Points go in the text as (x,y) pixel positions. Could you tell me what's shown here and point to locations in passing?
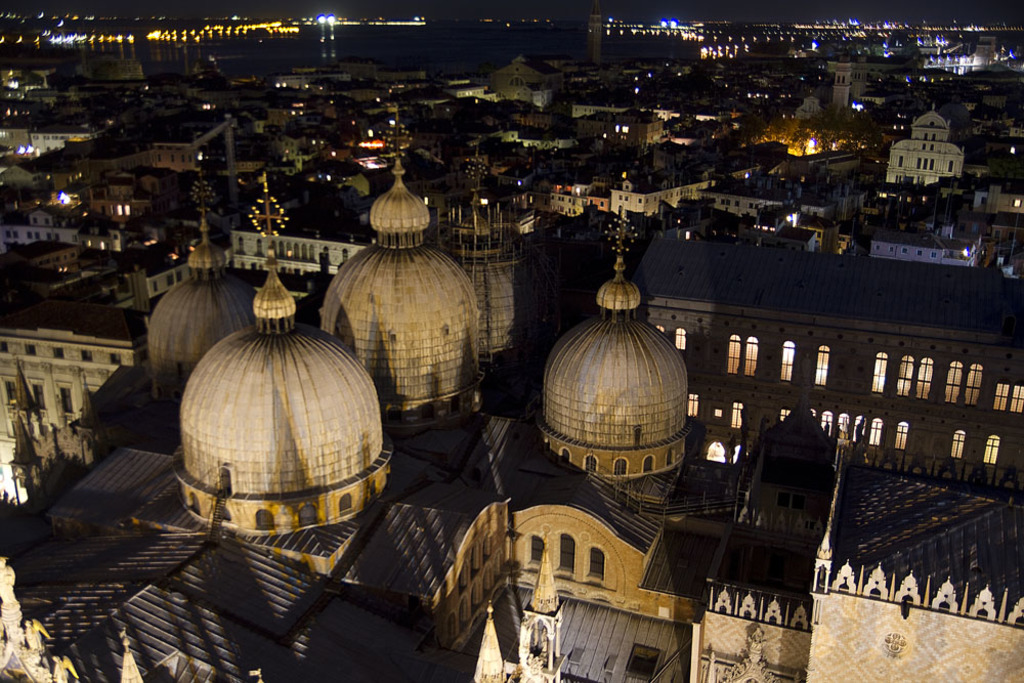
In this image we can see the night view of the city (928,342) and there is a building (23,414) at the bottom of the image (138,572) which looks like a church (424,281). We can see some buildings (842,156) and lights (928,29).
